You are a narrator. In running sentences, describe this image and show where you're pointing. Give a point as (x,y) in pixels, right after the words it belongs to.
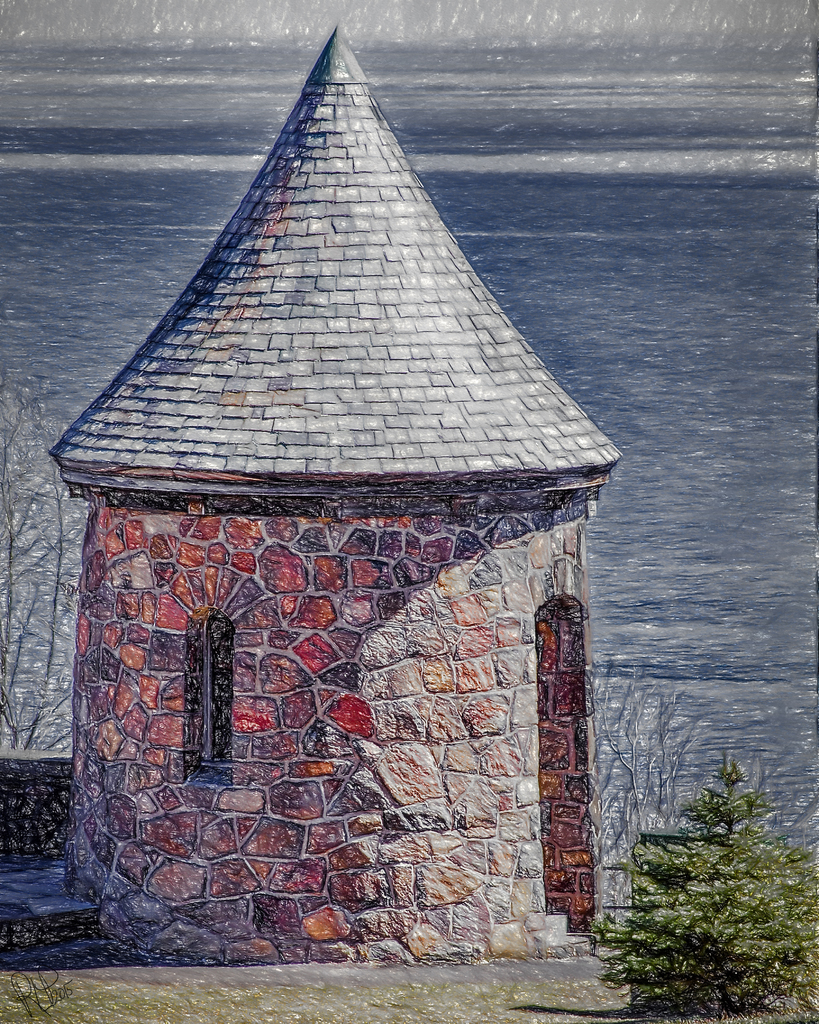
In this image we can see the drawing (343,448) of a hut (340,550) with a roof (371,296), stairs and a door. We can also see some plants (661,882) and a large water body (603,399).
